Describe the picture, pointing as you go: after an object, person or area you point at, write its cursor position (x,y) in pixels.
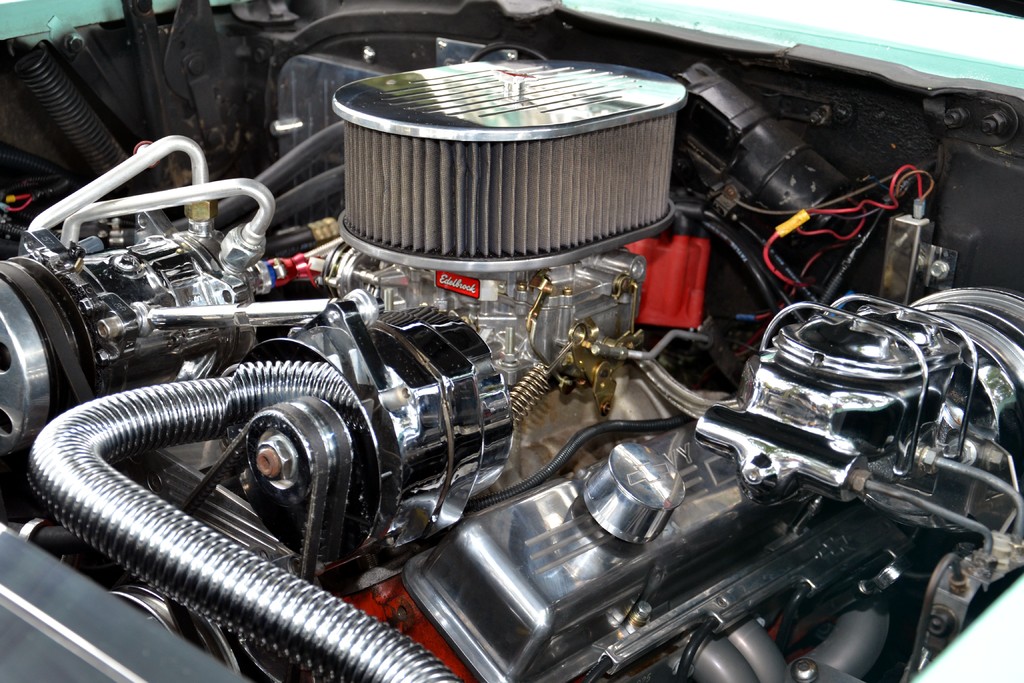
In this picture we can see a close view of the car engine (385,419). In the center (378,237) there is an air filter (438,186) and some pipes (230,562). In the front (230,562) bottom side there is a manifold (748,644) and exhaust pipes (826,644). On the right corner (806,219) we can see the chrome brake master cylinder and red wires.
